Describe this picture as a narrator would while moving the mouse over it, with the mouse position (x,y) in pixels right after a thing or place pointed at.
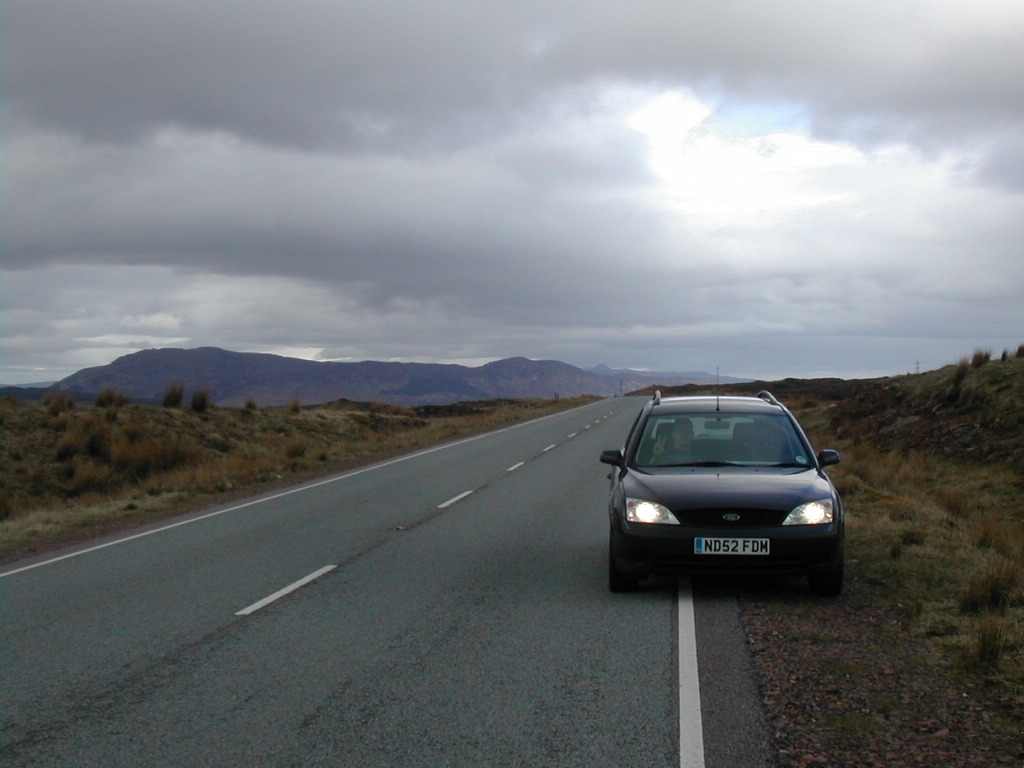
There is a road (367,550). On the side of the road (574,499) there is a car (666,519). On the sides there are plants (973,542). In the background (371,369) there are hills (387,371) and sky (599,213) with clouds (656,185).
